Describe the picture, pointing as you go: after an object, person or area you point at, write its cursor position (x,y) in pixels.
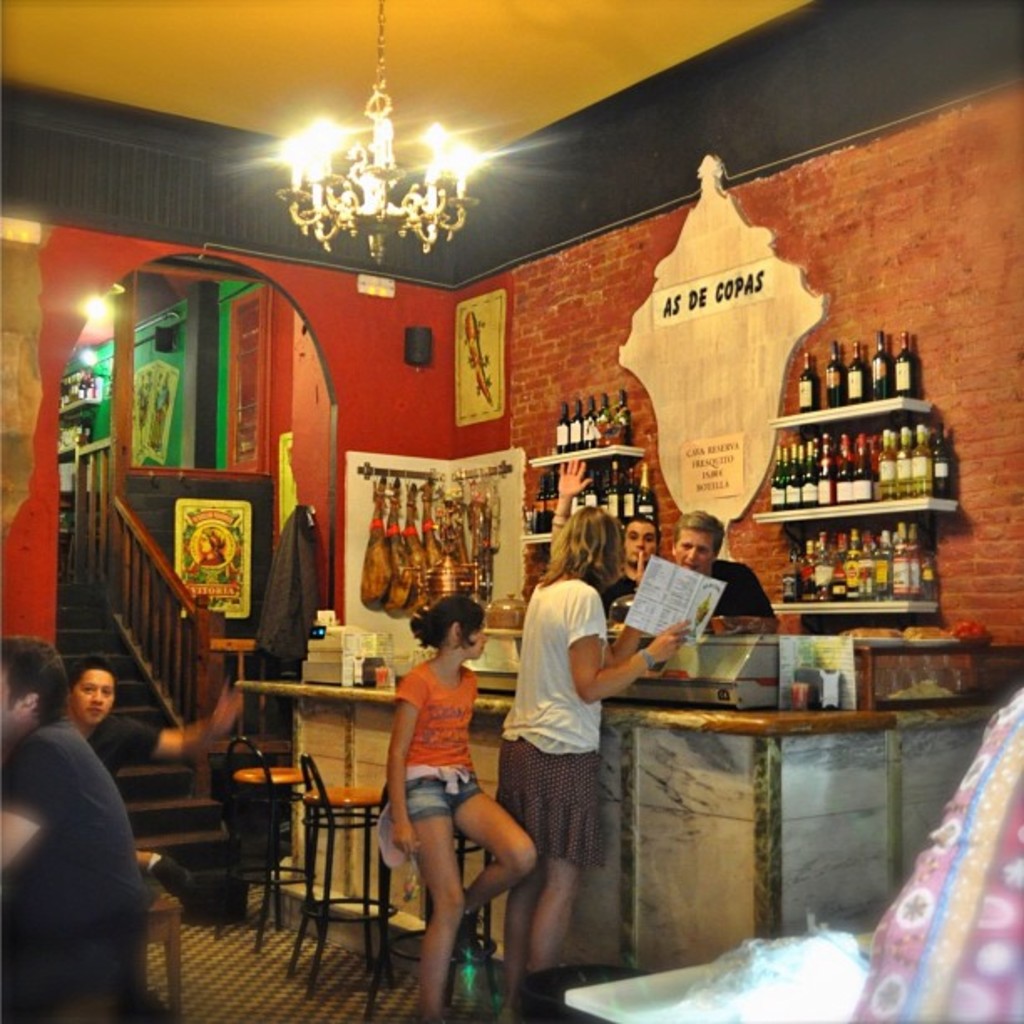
This is a picture from a bar (678,427). In the left side of the picture (91,774) there are two people (91,736) seated. on the top left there is staircase (86,487) and a door (256,364), wall (286,344) and another room (154,389). on the center of the picture (567,456) there are racks (824,510) and a desk (488,728), in the racks (613,454) there are wine bottles (789,480). In the center of the picture (563,618) there are four people (481,649), there are chairs (331,792), bags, jacket (310,615). On the right (685,995) foreground (948,924) there is a table (651,995) and a person (960,961).
